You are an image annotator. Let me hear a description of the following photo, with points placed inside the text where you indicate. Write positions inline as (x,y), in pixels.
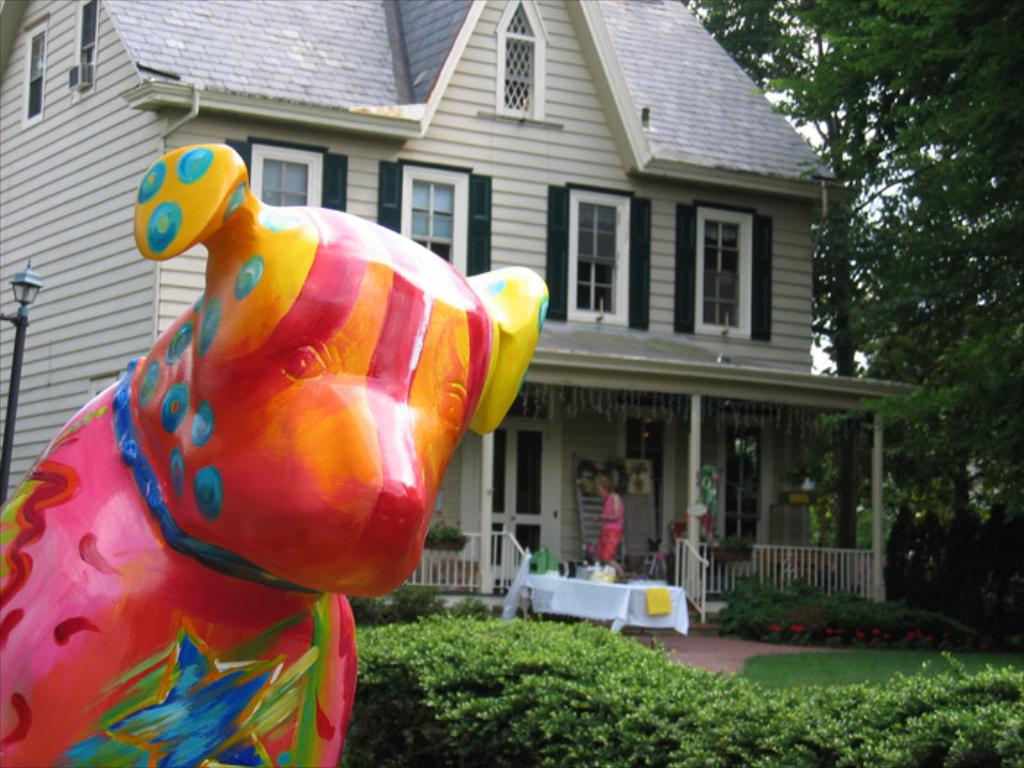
In this image we can see a statue (195,612). In the center of the image (610,502) we can see a person (604,514) standing on the ground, some objects (638,578) placed on the table (562,583), we can also see a building (589,278) with windows (466,187), air conditioner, pipes (163,148) and some railings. In the foreground of the image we can see some plants (552,691). In the right side of the image (1008,327) we can group of trees (884,276).
